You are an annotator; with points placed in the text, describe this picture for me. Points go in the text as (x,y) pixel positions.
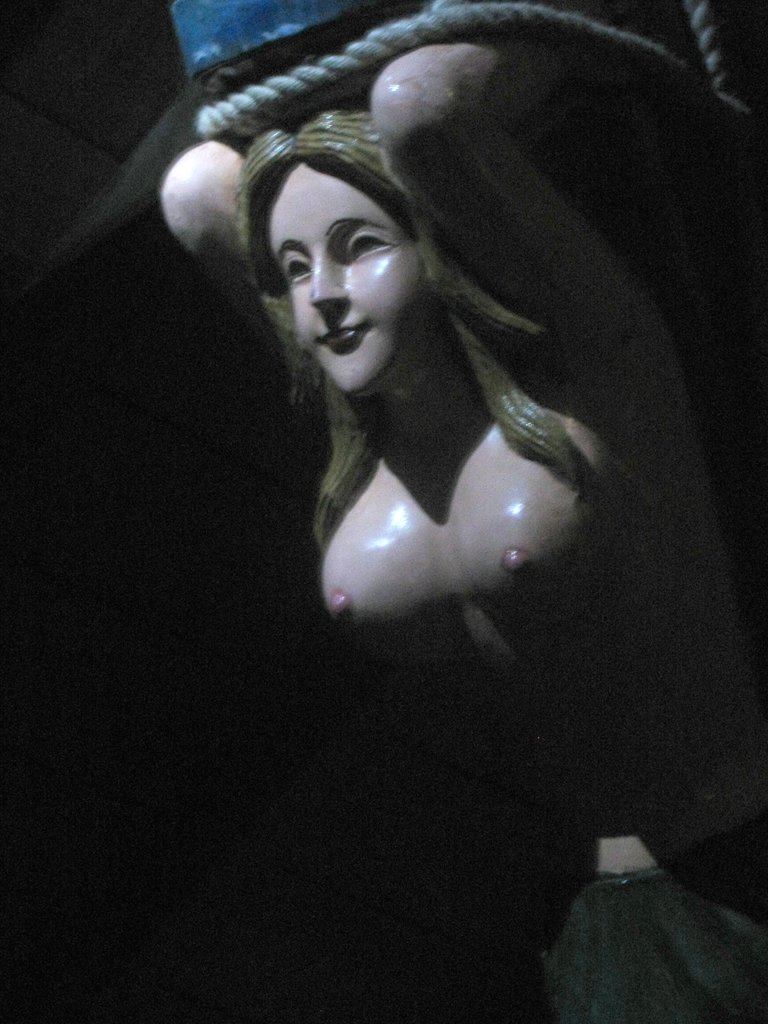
In this picture there is a statue (339,455) in the center of the image (456,553) and there is a rope (308,74) at the top side of the image (222,107).
